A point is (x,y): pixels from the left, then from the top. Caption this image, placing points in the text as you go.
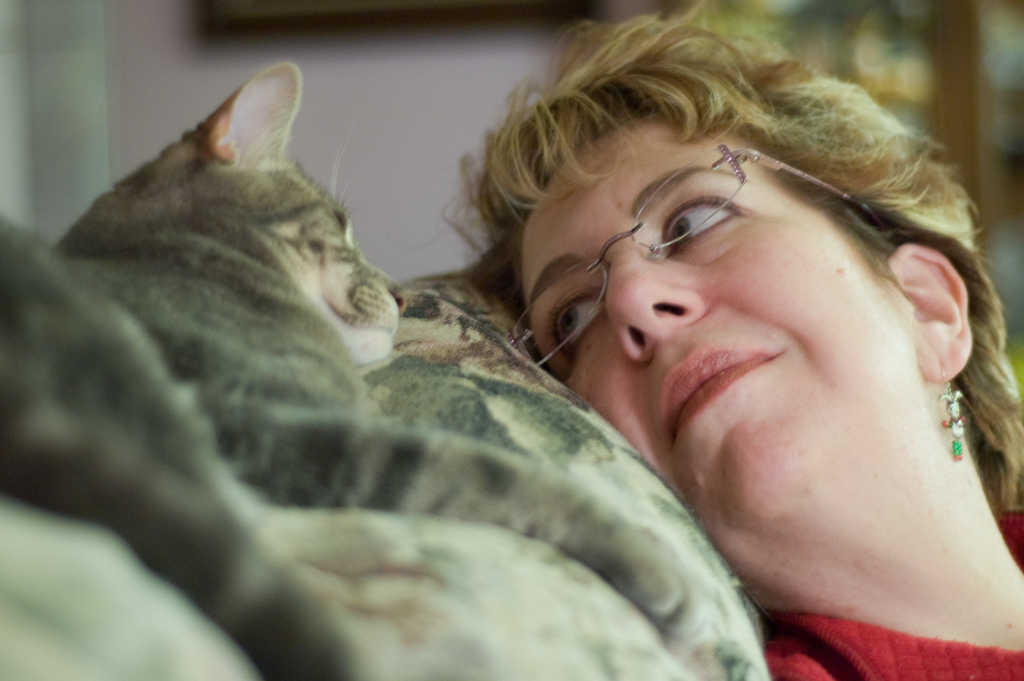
A woman (628,409) is seeing the cat (257,402).
